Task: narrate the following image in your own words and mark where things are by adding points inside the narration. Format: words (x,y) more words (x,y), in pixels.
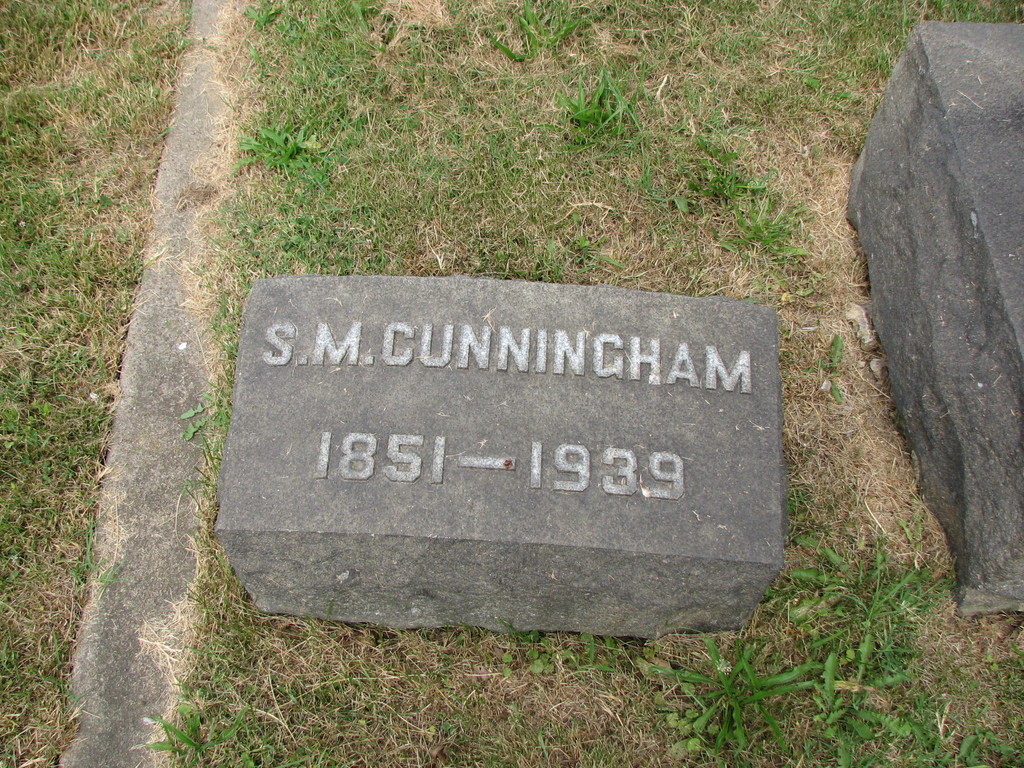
In this picture, it seems like a headstone (538,421) in the foreground area of the image (429,463), on the grassland (441,46), on which there is text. There is another stone (966,342) on the right side (913,394).
